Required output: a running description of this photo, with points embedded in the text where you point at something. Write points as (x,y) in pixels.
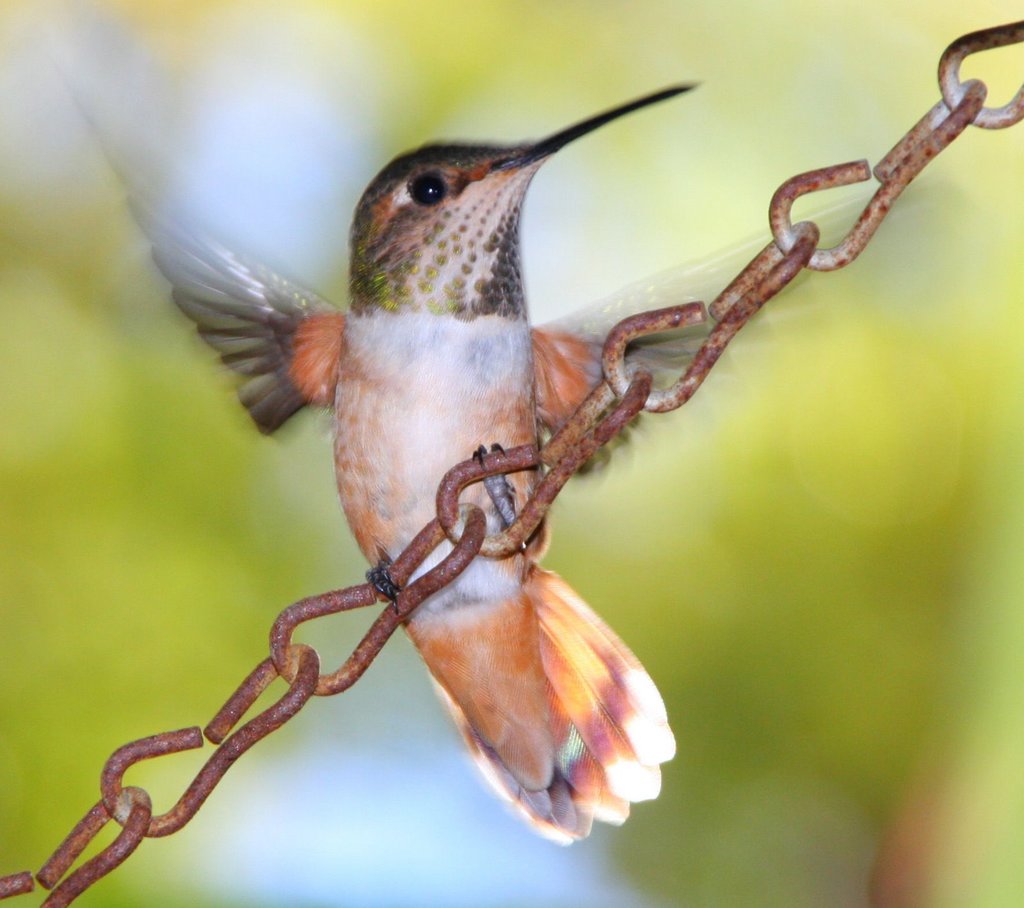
In the center of the image (475,450), we can see a bird (413,442) on the chain (425,533) and the background (9,241) is blurry.
